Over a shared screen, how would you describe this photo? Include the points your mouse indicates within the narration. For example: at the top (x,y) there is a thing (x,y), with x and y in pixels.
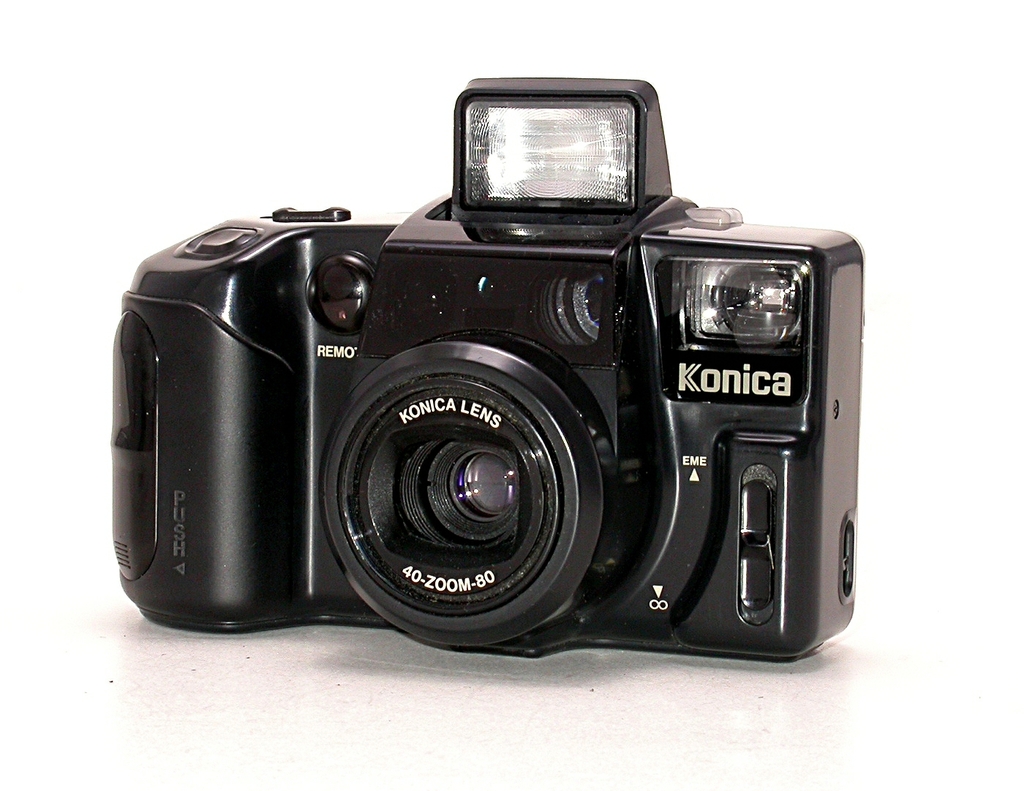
In this image there is a film camera (338,368).
